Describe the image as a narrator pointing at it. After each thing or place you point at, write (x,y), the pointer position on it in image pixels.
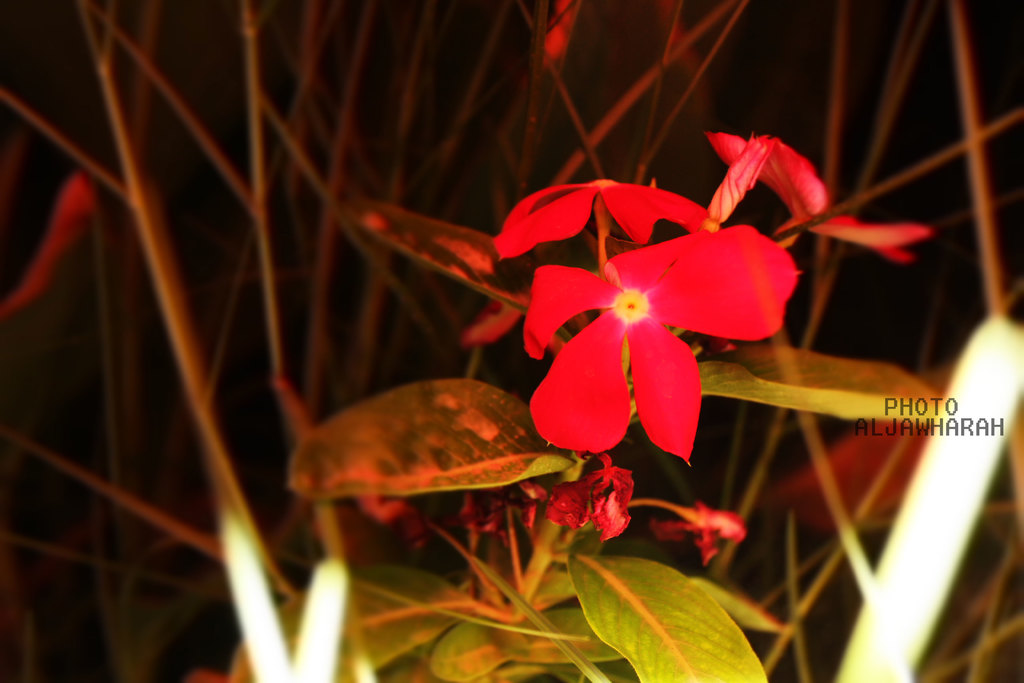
In this image I can see the flowers (617,309). In the background (490,190), I can see it looks like the plants (523,123).
